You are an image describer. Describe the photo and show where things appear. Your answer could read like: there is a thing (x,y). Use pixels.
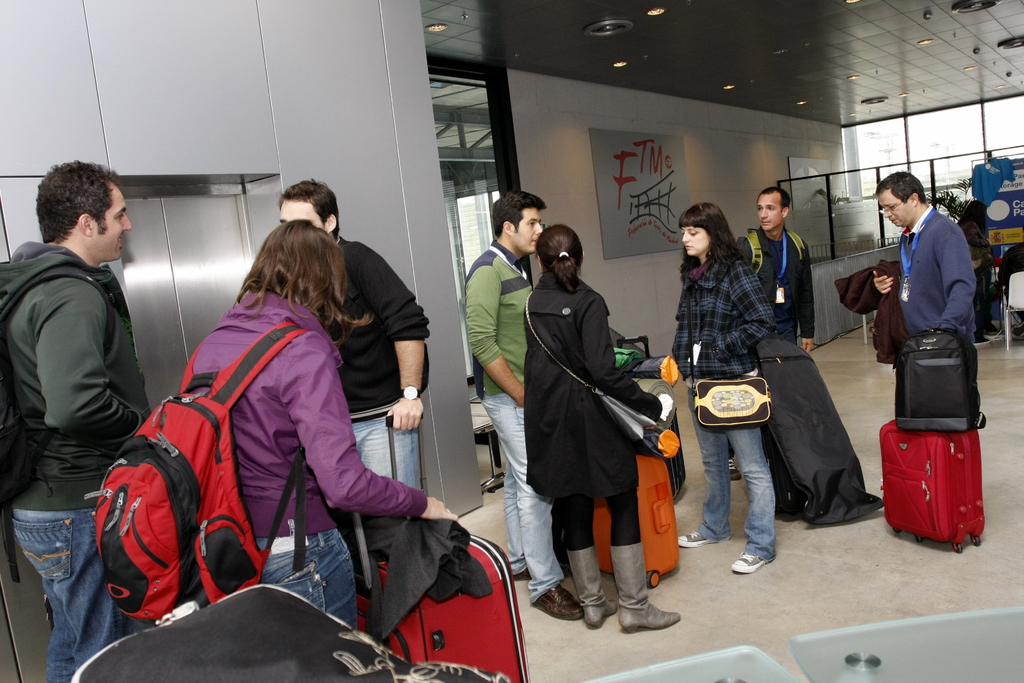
In this image i can see a group of people (574,297) standing, few of them (322,552) are wearing bags (202,540) and holding suitcases (937,494) in their hands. In the background (885,132) i can see glass windows (861,184), few lights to the ceiling (749,95).
